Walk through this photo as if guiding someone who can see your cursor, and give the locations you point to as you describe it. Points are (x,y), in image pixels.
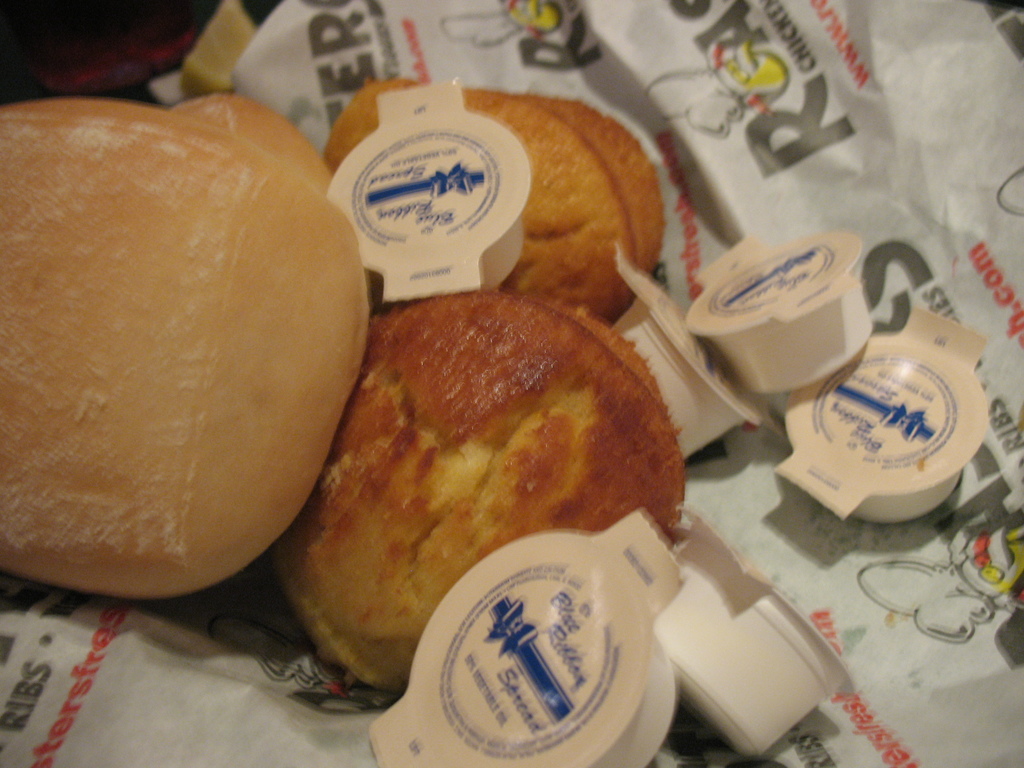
In this image we can see some cakes (251,330) and cups (617,659) which are in white color paper (845,722).
